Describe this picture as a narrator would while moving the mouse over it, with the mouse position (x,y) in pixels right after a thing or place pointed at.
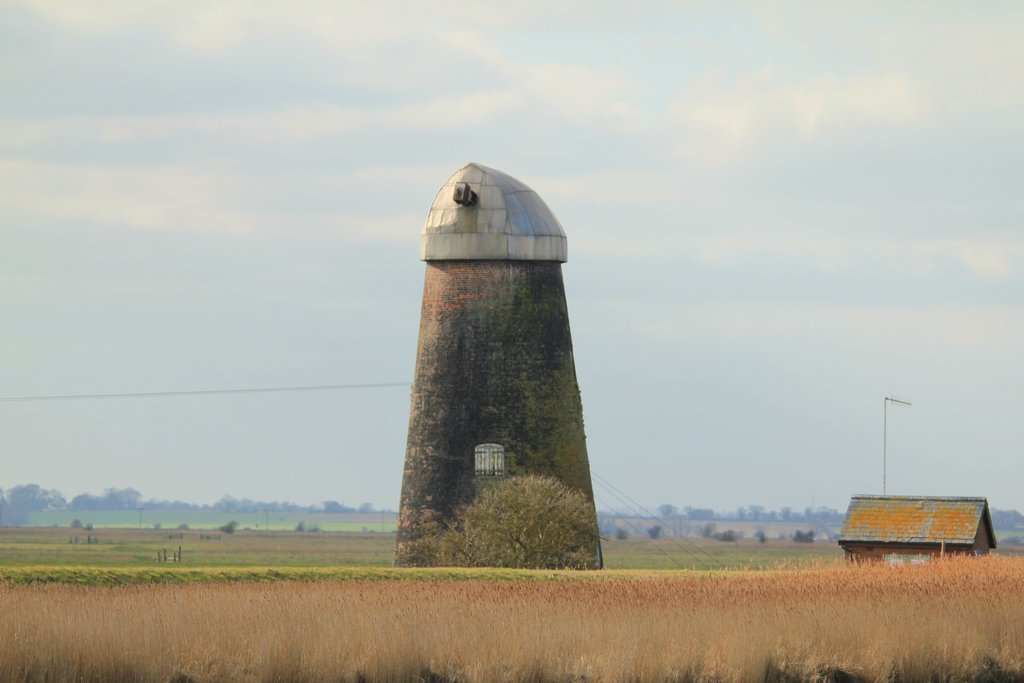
In this image there is a building (411,421). On the ground (278,570) there are plants (859,568). On the right side (868,517) there is another building (848,533). In the background (706,505) there are trees (669,512) and sky (309,187).
